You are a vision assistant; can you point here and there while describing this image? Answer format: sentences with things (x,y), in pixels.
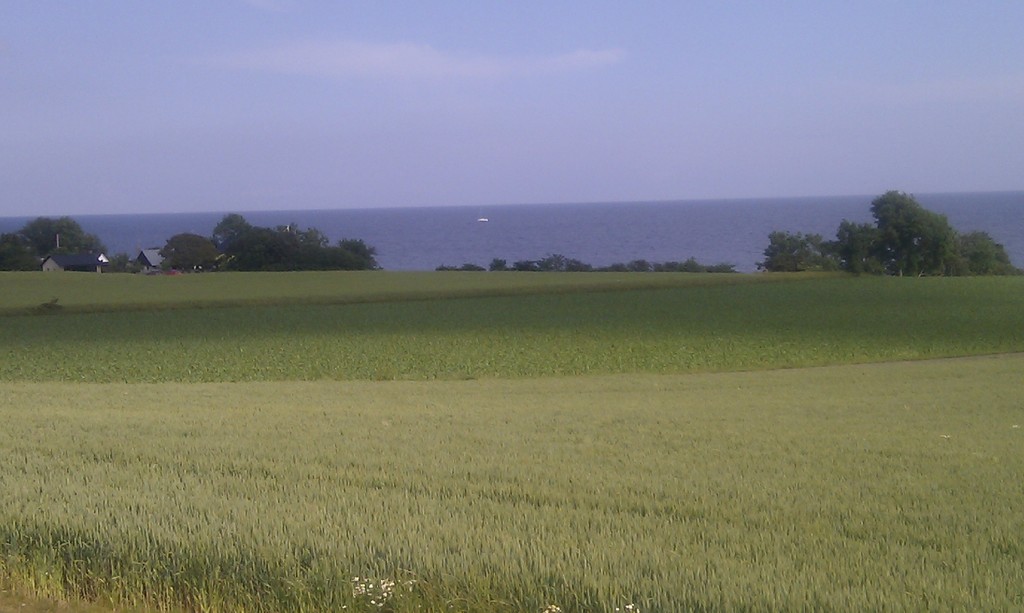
In this image we can see the sea (597,224). We can see the sky (452,121) in the image. There are few houses (103,255) at the left side of the image (154,259). There are few agricultural fields (408,388) in the image. There are many trees (961,254) in the image.
